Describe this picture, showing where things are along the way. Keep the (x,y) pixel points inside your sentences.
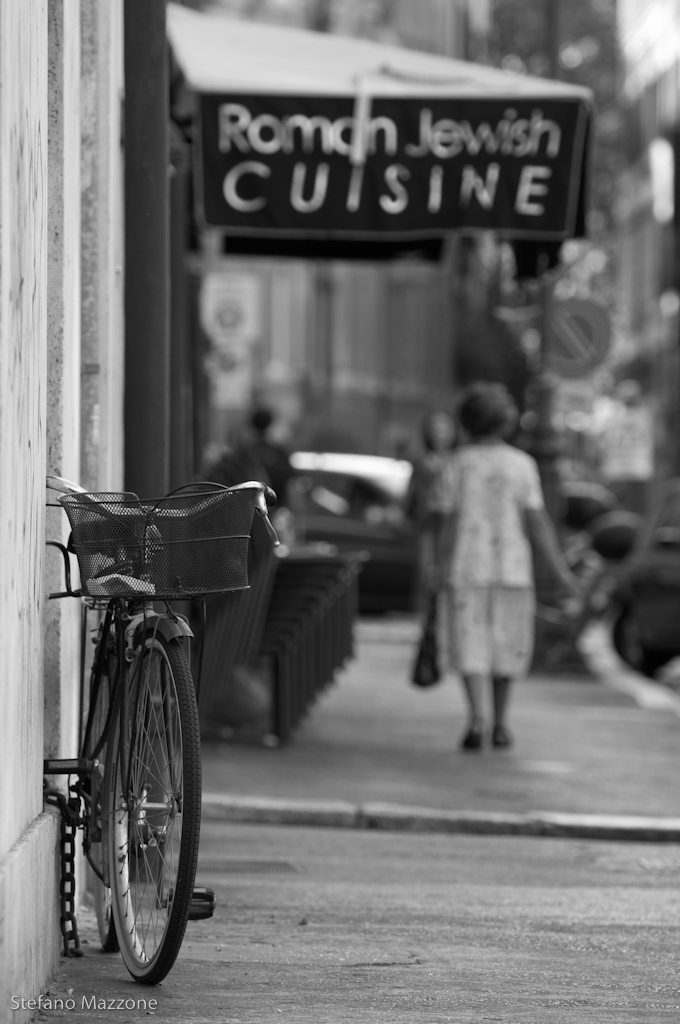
On the left side of the image (140,791) there is a cycle (142,599). There is a wall (49,326). In the center of the image (444,434) there are people (467,588) walking on the pavement (584,775). In the background of the image (409,473) there are a few objects (617,553). On top of the image (524,222) there is a board (346,129) with letters (355,117) on it. There is some text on the left side of the image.
